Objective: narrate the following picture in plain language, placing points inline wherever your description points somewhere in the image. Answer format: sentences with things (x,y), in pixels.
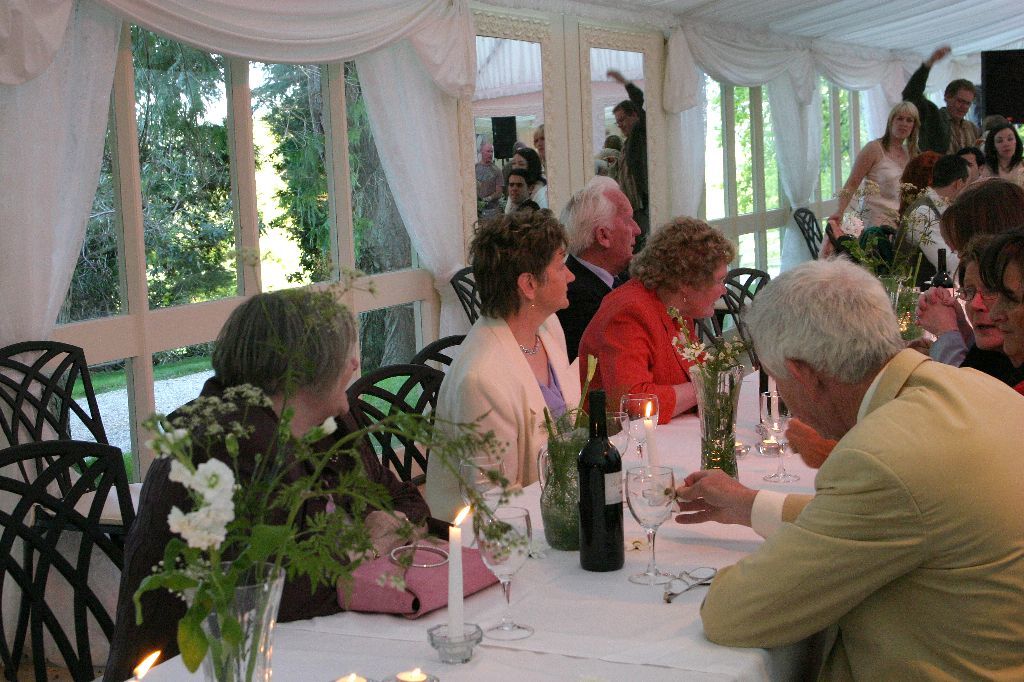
In the image we can see there are people (151,534) who are sitting on chair (738,319) and few people (897,152) are standing and in front of them there is a table (570,603) on which there is a wine bottle (614,457) and wine glasses (660,522) and a candle (454,584).
